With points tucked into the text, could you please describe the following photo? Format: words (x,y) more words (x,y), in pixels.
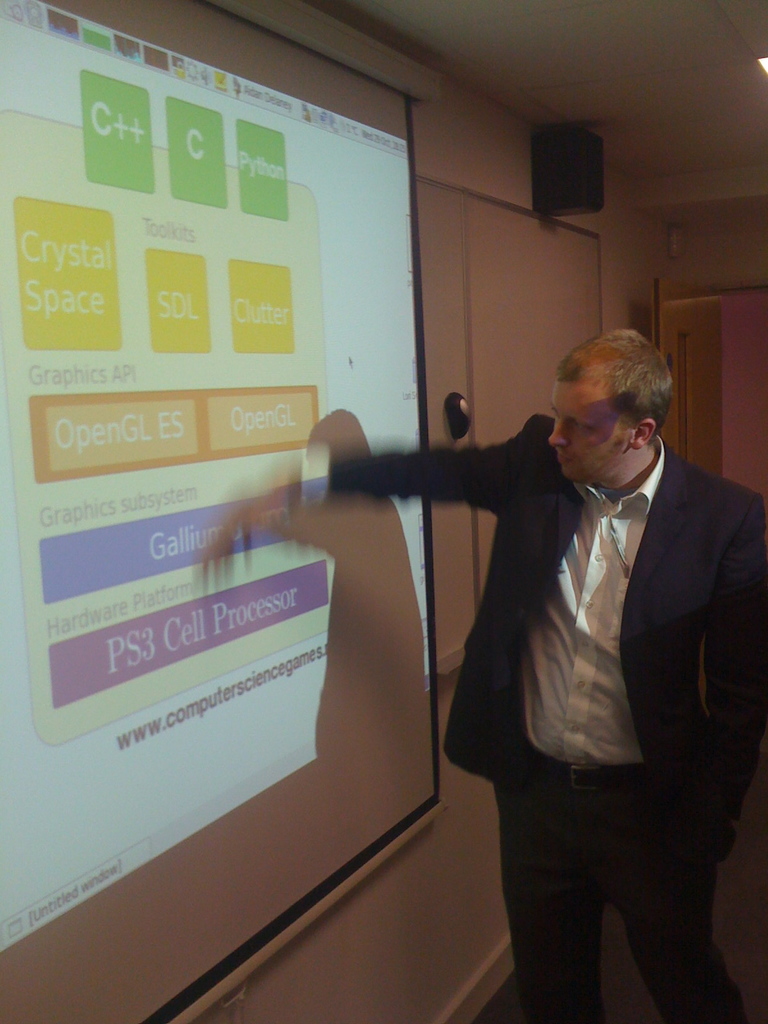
In the image there is a young man (558,496) in black suit (506,610) and white shirt (595,556) standing and looking at the screen (354,514) on the wall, there is a speaker (550,159) on the ceiling (561,104) with a door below it.
